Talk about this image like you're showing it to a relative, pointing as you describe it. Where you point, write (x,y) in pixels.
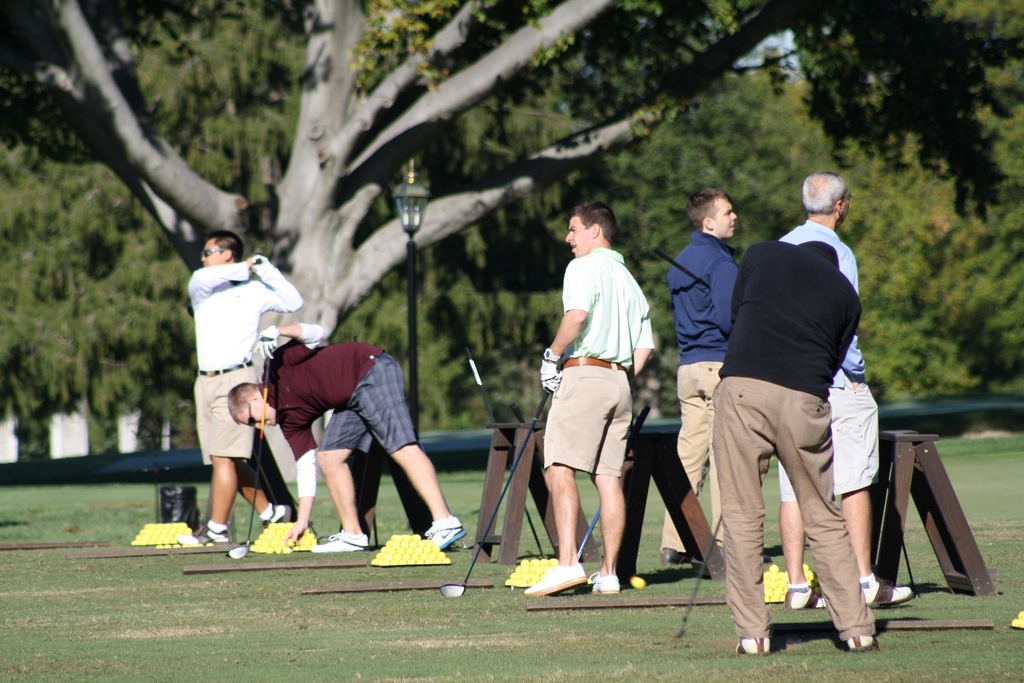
In this picture there are people (599,359), among them few people (772,439) holding sticks (530,436) and we can see balls (523,565), sticks (259,440), stands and objects (182,514) on the grass (504,585) and we can see light pole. In the background of the image (314,194) we can see trees (779,59).
